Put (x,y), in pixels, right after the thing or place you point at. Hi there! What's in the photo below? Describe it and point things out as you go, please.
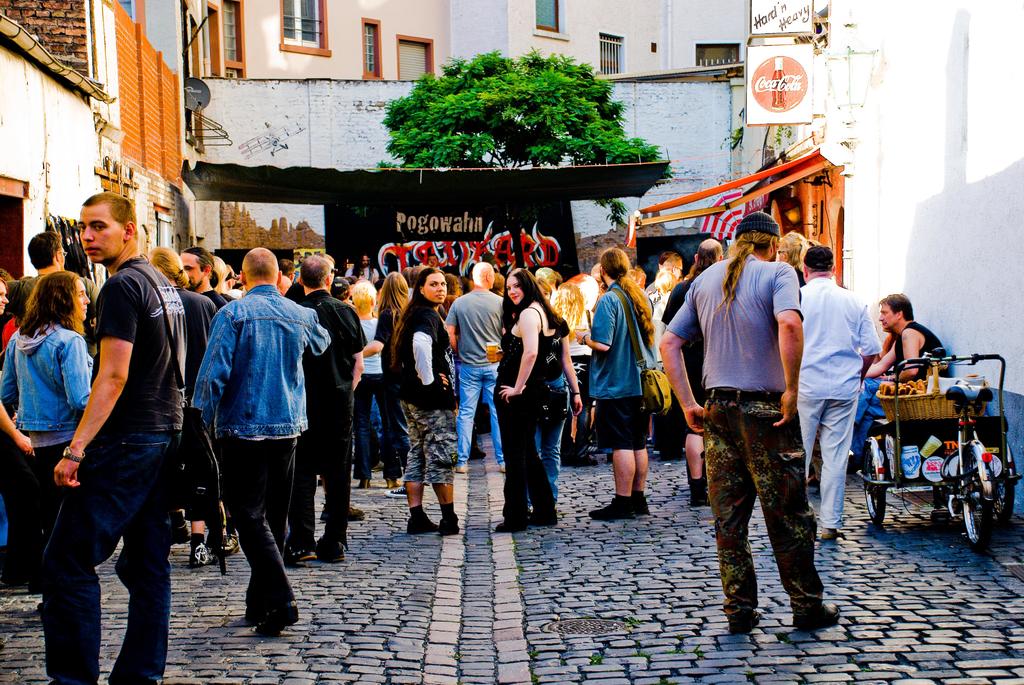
This picture shows few people (648,318) standing and a man (894,321) seated and we see a tree (492,57) and few buildings (709,57) and we see a banner (559,204) and a hoarding (765,97). We see a man (755,227) wore a cap (764,217) on his head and we see a tricycle (949,455) on the side.
